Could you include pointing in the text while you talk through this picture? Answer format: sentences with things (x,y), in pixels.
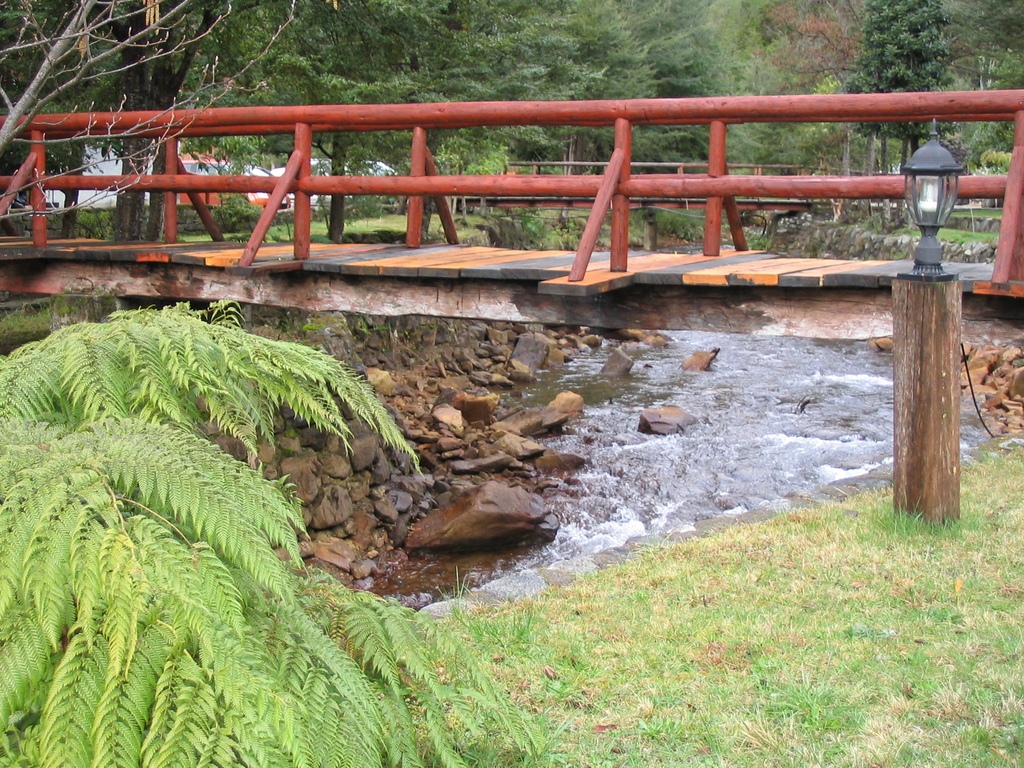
In this image we can see bridge (340,251), trees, grass (614,653), water (672,513), stones (673,426), light (946,187) and vehicles (377,171).
